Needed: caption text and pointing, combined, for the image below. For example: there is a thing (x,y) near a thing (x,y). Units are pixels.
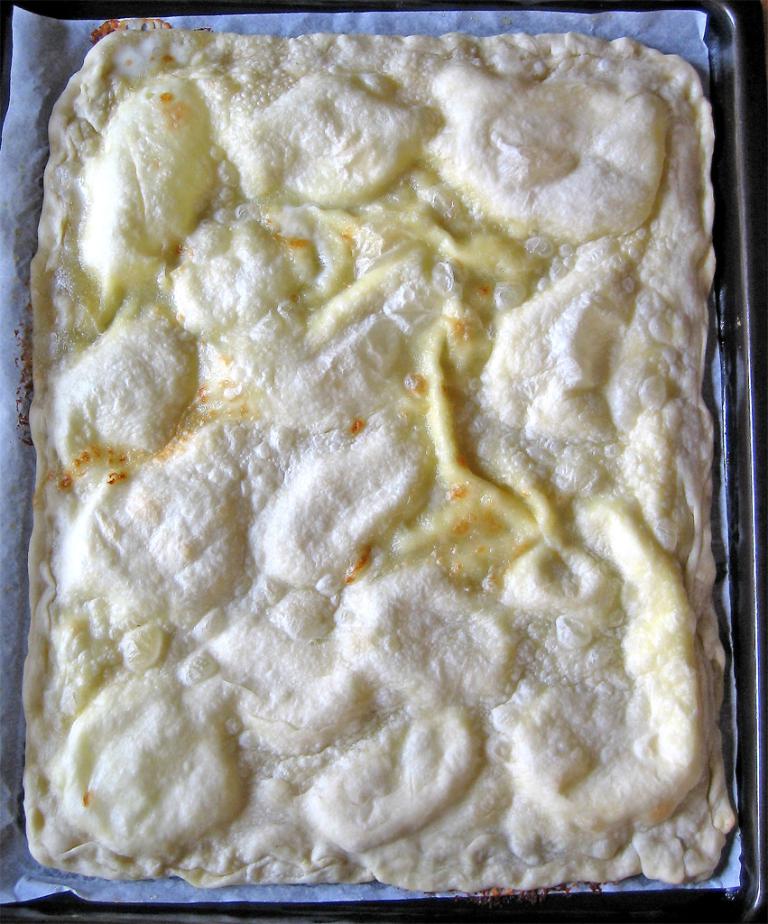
This image consists of food items (427,458) in a tray (356,9). This image is taken may be in a room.
